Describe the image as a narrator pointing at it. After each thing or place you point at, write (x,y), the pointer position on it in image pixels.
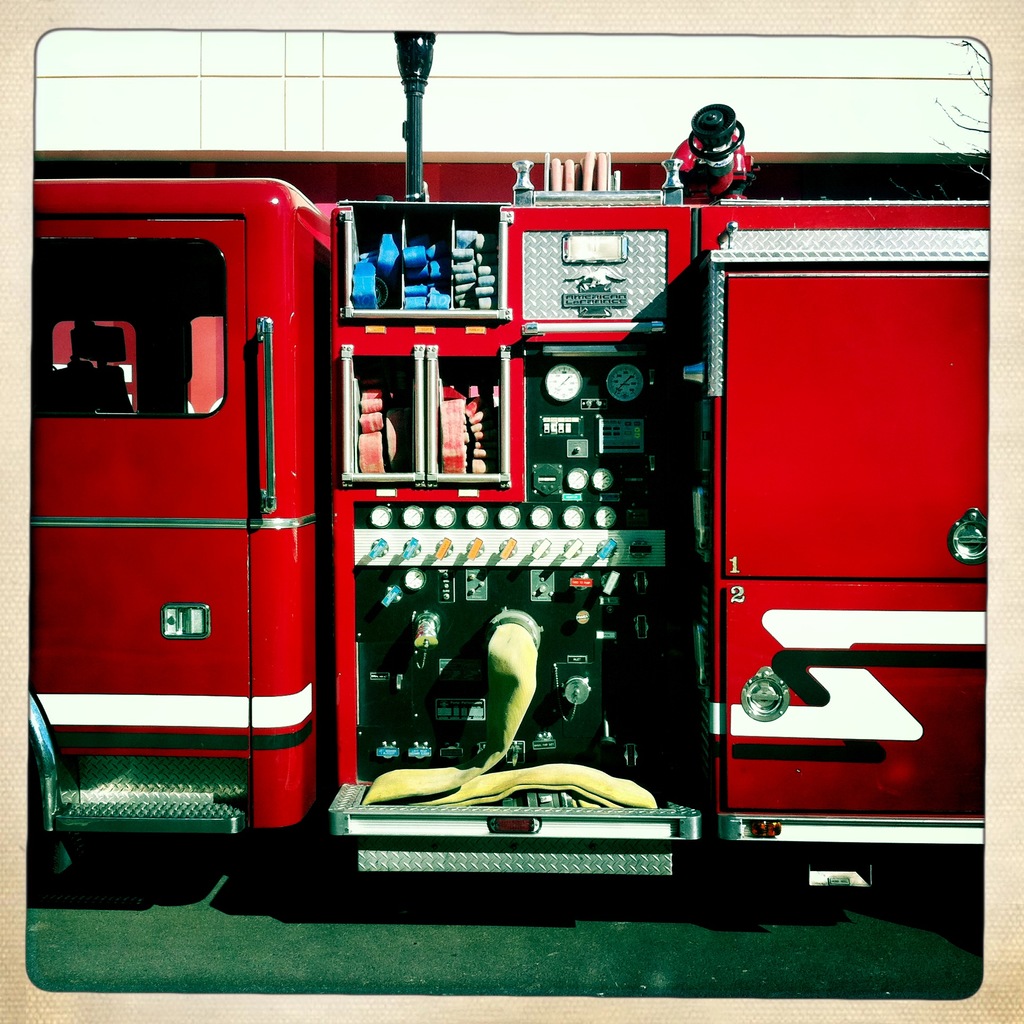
In this image we can see a fire engine (594,694). There are meters (540,506) and there is a pipe (499,728). Also we can see door (196,500) and window (182,313).
